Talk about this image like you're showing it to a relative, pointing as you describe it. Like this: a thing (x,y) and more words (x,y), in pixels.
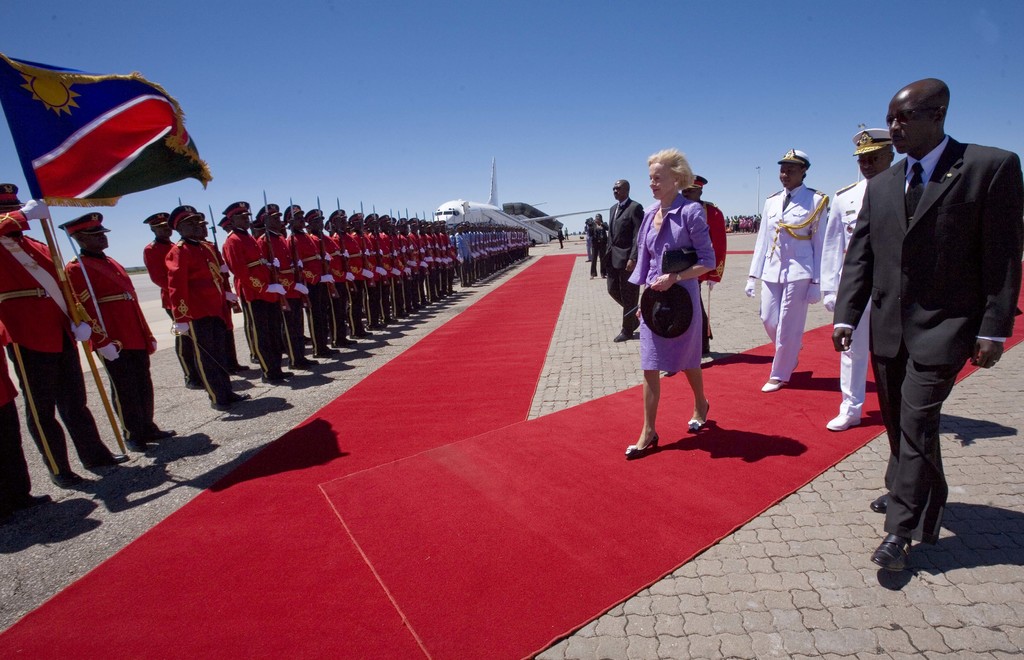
In the picture we can see a path (767,645) on it we can see a red carpet (507,399) and beside it we can see some men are standing in the uniforms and holding guns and one man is holding a pole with a flag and in front of them we can see a woman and some security people (754,288) are walking and coming and in the background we can see a plane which is white in color and behind it we can see a sky (495,56).
